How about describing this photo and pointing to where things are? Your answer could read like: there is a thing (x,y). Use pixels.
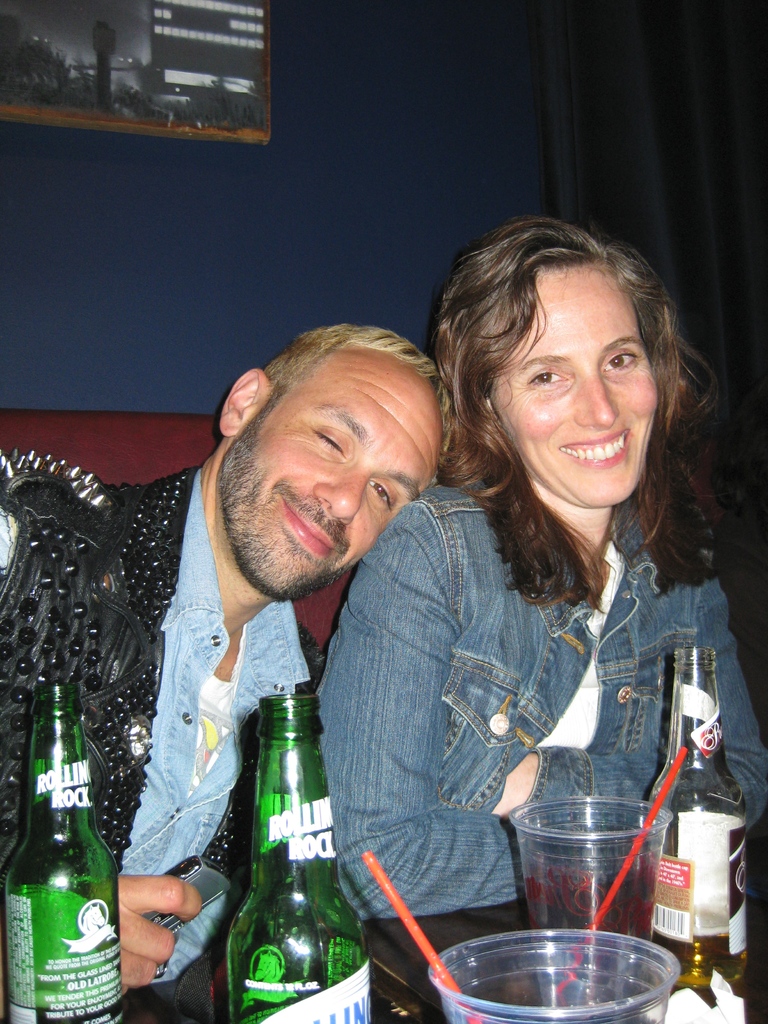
In this picture there is a man (298,512) and woman (537,758) sitting on the chair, there is a table (412,949) in front of them, there are bottles (357,977), disposable glass (451,968), and beer bottle (734,840) here and in the background (383,246) there is wall (328,116) and photo frame (167,135).
